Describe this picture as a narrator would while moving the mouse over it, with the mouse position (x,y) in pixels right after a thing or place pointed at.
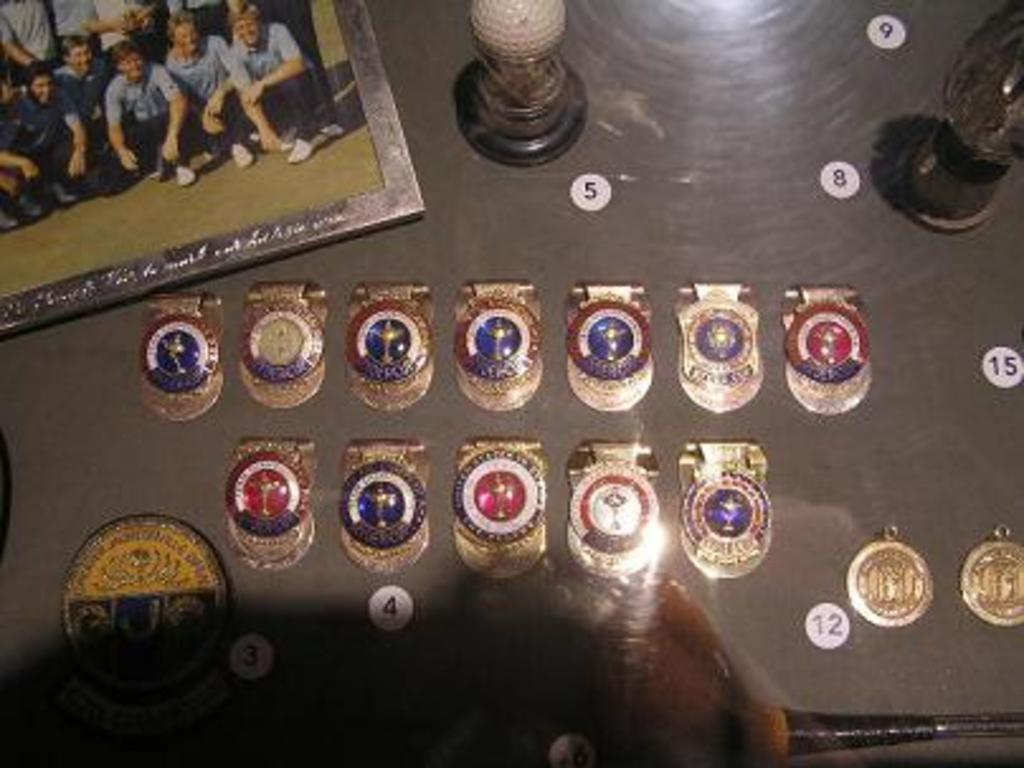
In this picture there is a photo frame (235,108) on the table (20,346) in the frame (188,78) there are group of people (166,97). There are badges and there is a golf ball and there are number stickers (835,634) and there is a golf club (823,744) on the table (831,703).
